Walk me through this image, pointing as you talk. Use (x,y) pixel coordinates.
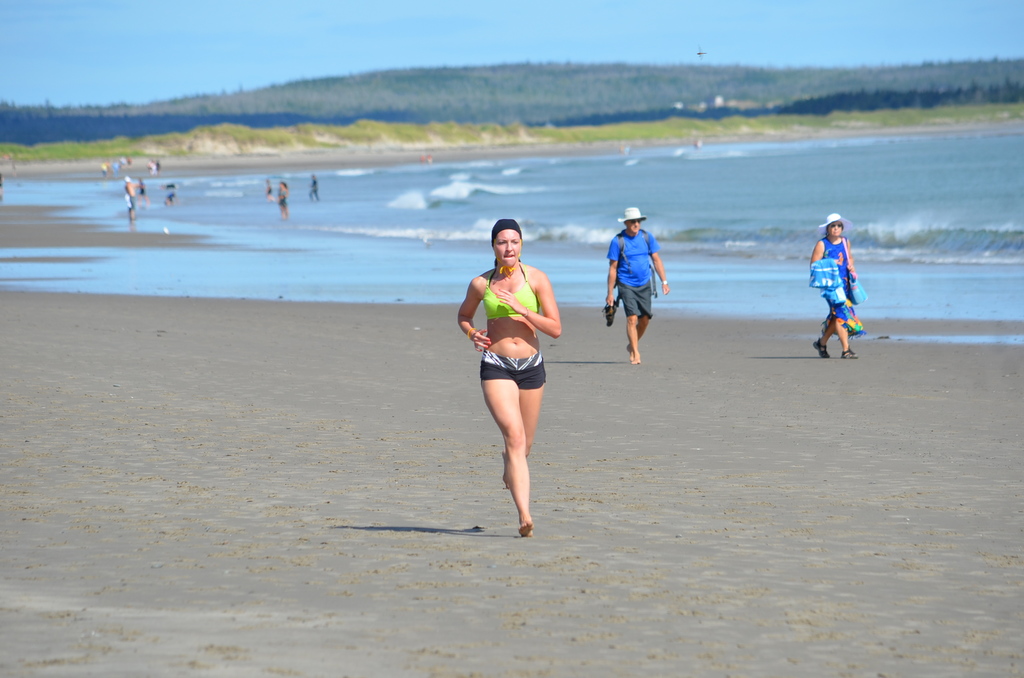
Here people (640,308) are walking, this is water (781,196), this is sky (376,38).
